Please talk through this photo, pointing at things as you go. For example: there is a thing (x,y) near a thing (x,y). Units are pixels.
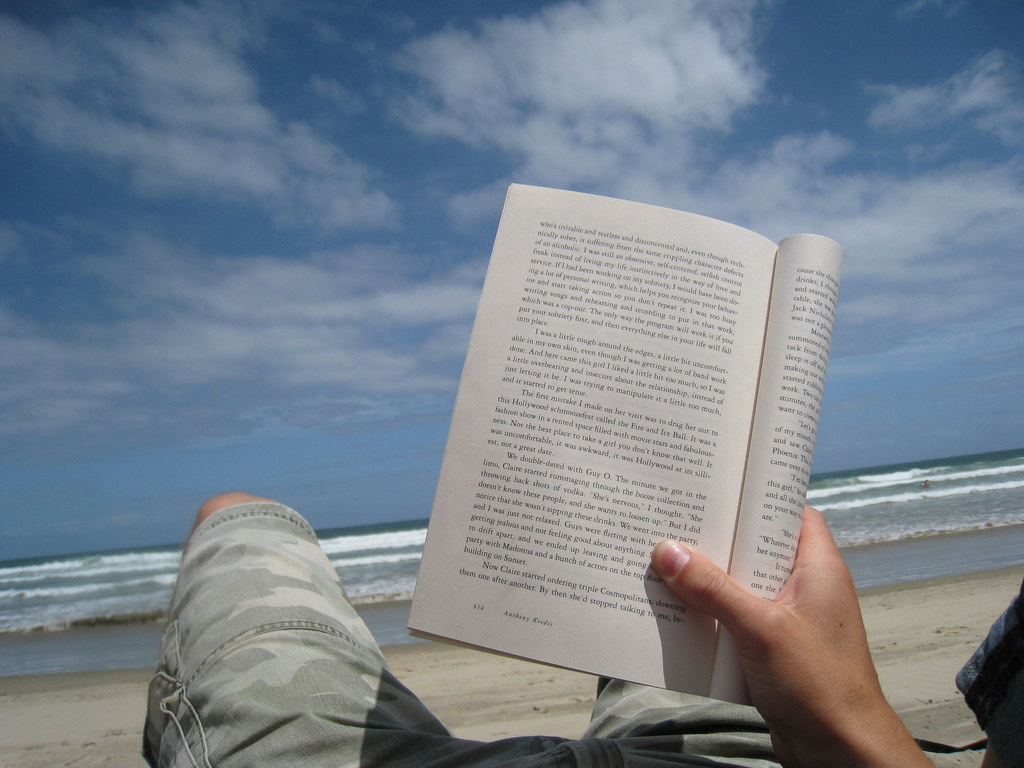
The image is taken at the beach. In the center of the image (658,420) we can see a man (293,559) lying and holding a book (637,464) in his hand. In the background (407,545) there is a sea (355,545) and sky (397,288).
